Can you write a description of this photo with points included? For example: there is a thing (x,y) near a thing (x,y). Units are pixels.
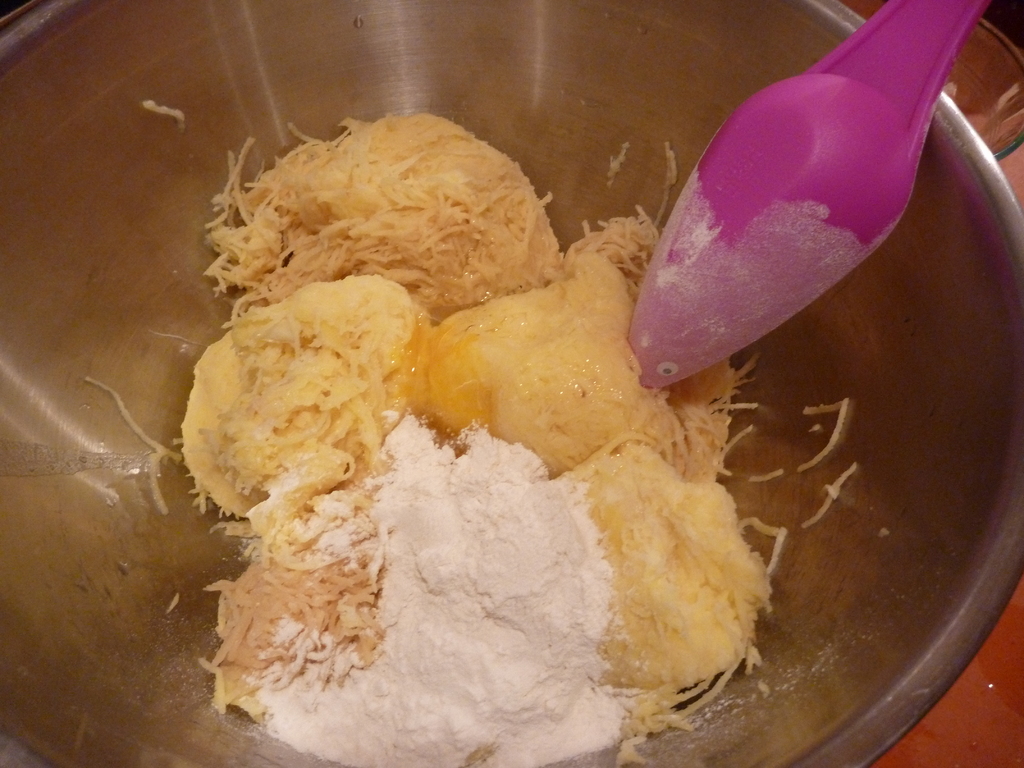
In this image there is a bowl (55,91), having some food (547,330) and spoon (770,293) in it. Bowl (895,648) is kept on a table (980,717).
